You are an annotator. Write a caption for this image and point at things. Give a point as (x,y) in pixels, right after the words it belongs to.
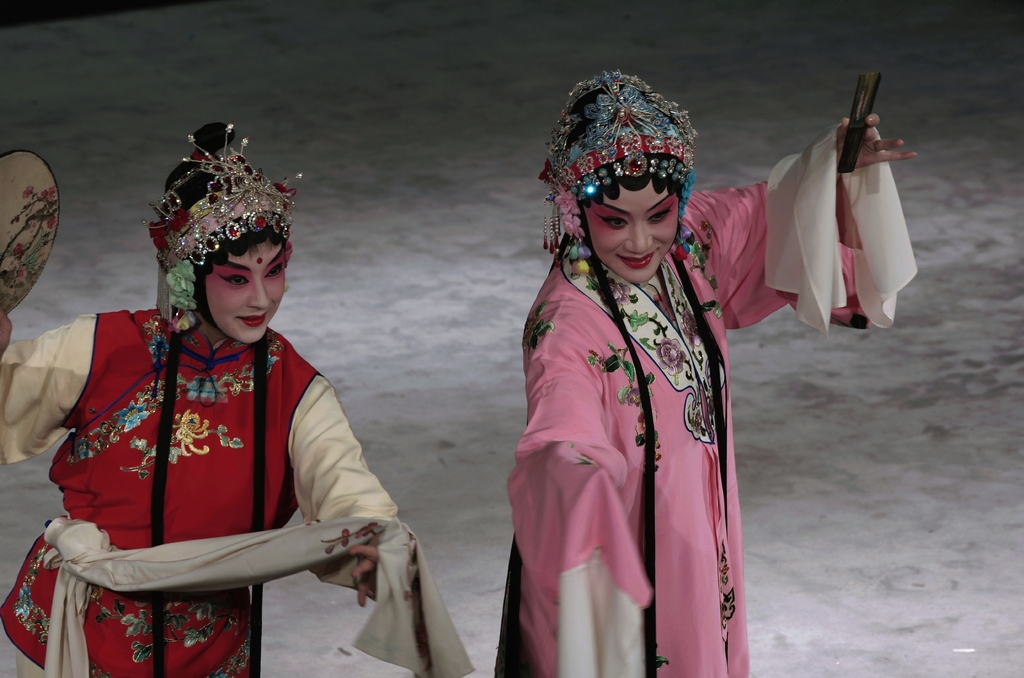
In this image there are two persons (548,424) who are wearing the gowns (524,450) of different colors. They are wearing the crowns (614,145). There is makeup (254,280) to their faces (598,246). They are holding the fans (868,109). On the left side (139,418) there is a woman (107,412) who is holding the fan (22,218).
